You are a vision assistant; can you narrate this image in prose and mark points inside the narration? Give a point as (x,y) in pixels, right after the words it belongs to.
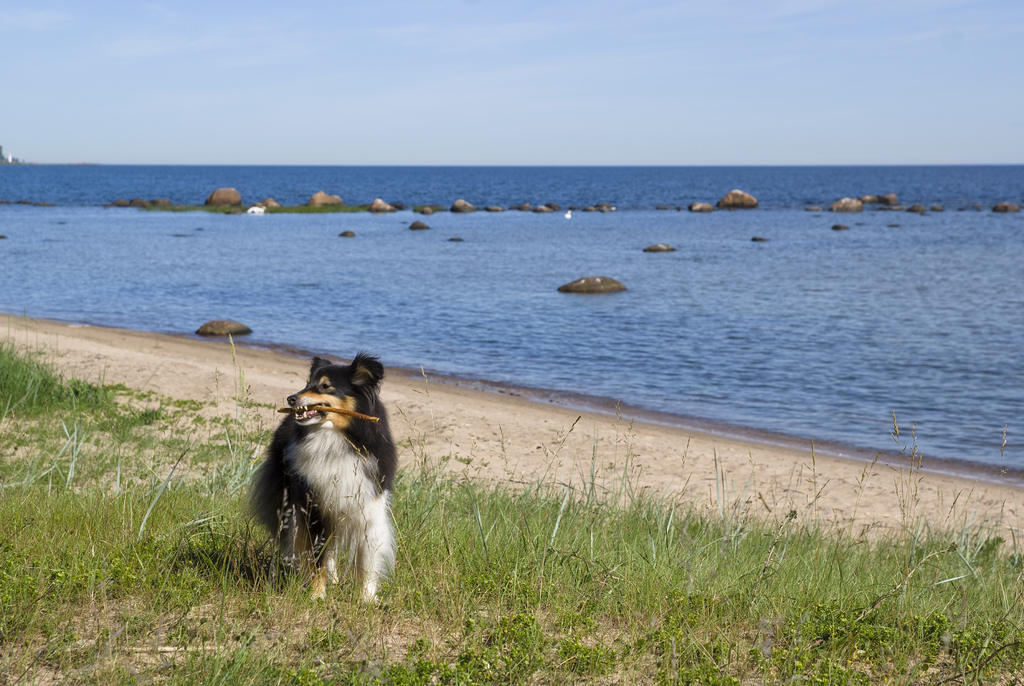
At the bottom of the image (227,566) there is grass (468,554) and there is a dog (359,407) and the dog (345,407) is holding a stick (375,419). In the middle of the image (458,343) we can see water (365,167), in the water (418,167) there are some stones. At the top of the image (637,164) there are some clouds (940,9) in the sky (59,35).
